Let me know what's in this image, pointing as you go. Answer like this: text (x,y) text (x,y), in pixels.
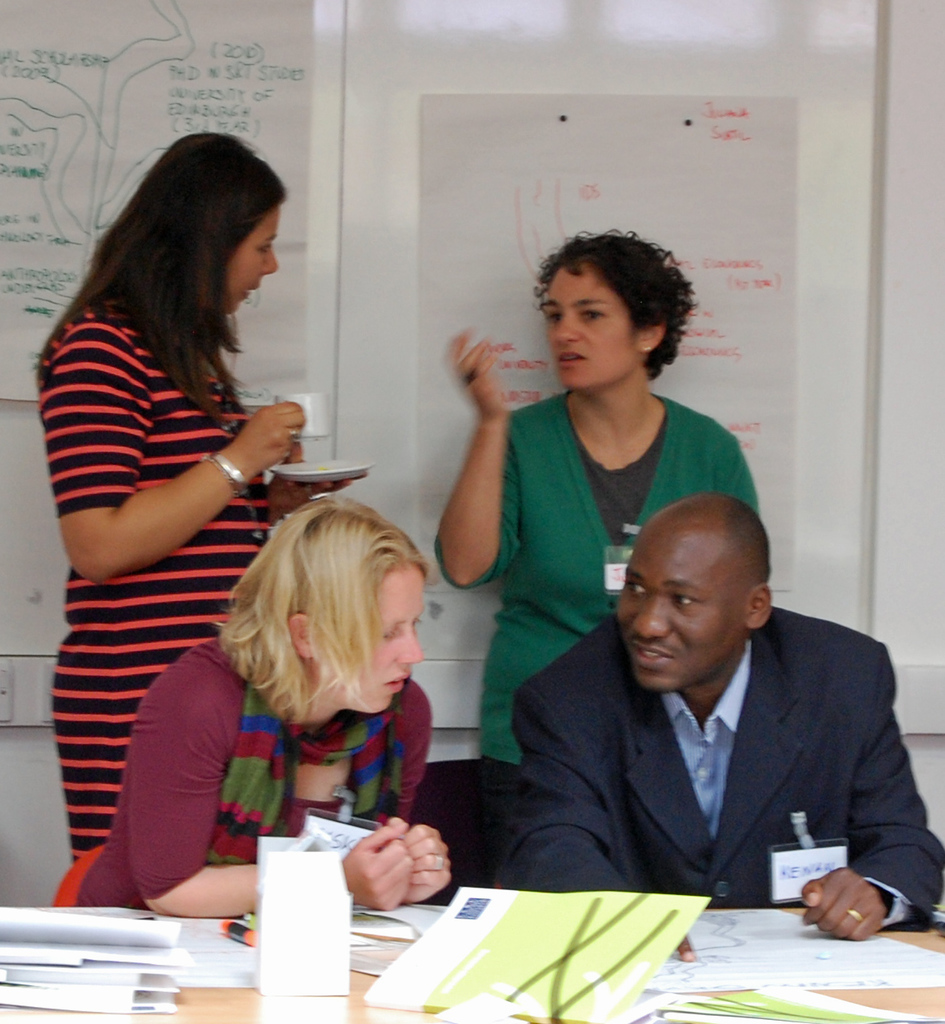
Here a man (841,916) is sitting and also a woman (306,793) behind them there are two women (541,463) standing and talking and there is a chart (748,195).
